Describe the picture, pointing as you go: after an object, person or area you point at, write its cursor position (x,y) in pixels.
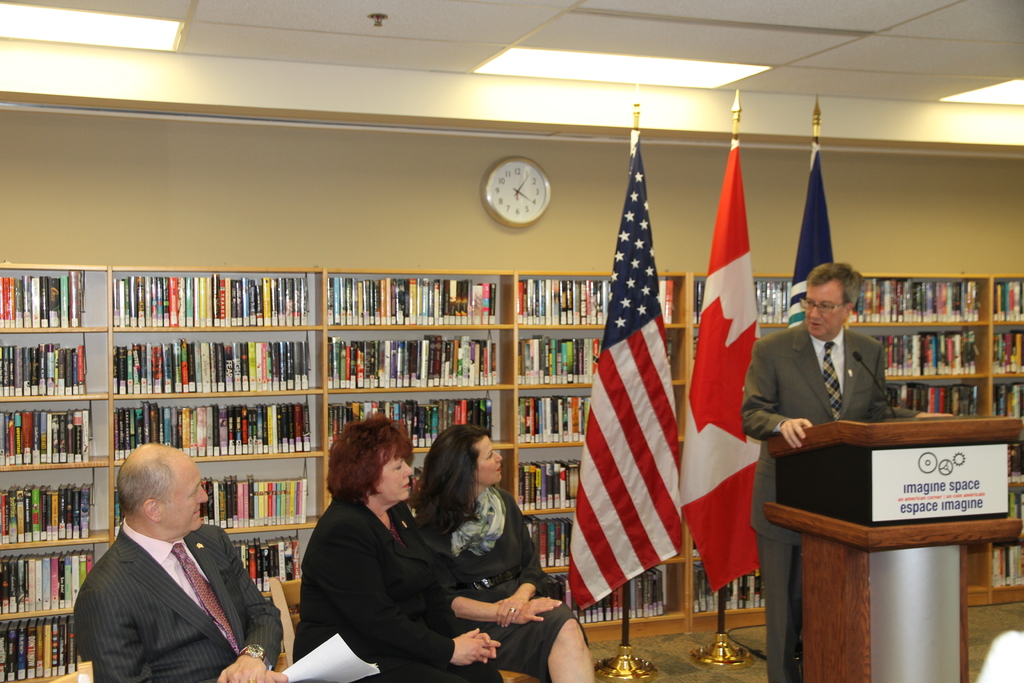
In the image we can see there are people (443,619) sitting on the chair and there is a man (174,622) holding papers (349,660) in his hand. There is a man (858,384) standing near the podium (918,490) and there is a mic (857,360) kept on the podium (920,574). Behind there are 3 flags (707,316) and there are lot of books (599,305) kept in the shelves (106,294). There is a clock (528,185) kept on the wall (428,197) and there are lights (174,26) on the top (113,32).
